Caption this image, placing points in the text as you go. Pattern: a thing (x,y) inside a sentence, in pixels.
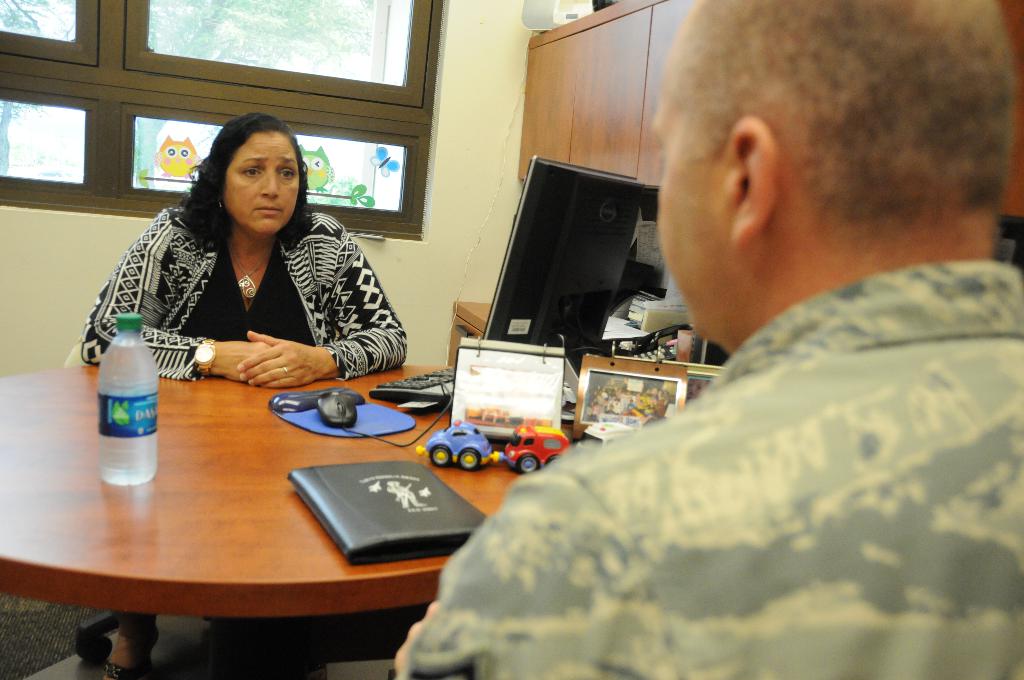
Here we can see a woman (240,123) and a man (981,443) sitting on the chairs (100,626). This is table (198,510). On the table (153,482) there is a bottle (130,433), file (354,534), toys (452,463), monitor (570,205), keyboard (402,387), and a mouse (331,407). On the background (468,210) there is a wall (484,192) and this is window (167,90). From the glass (269,41) we can see trees (208,28). And this is cupboard (603,98).
